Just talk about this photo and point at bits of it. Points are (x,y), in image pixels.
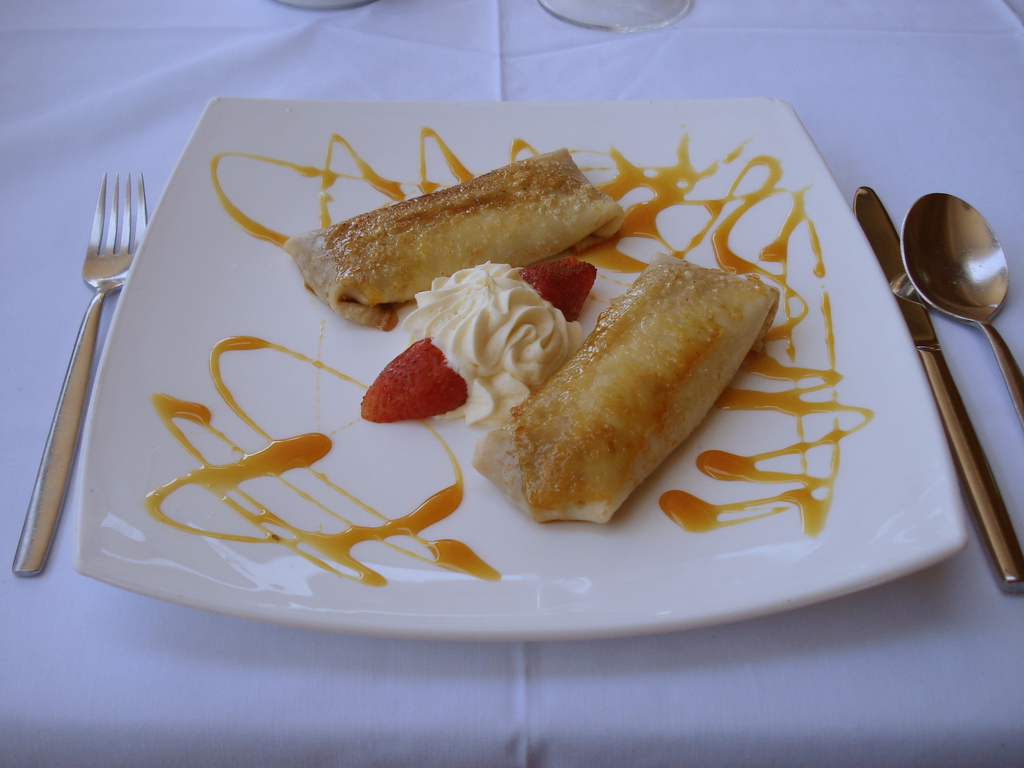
In this image there is a food items (506,204) placed on a plate (400,422). On the left side of the image (123,208) there is a fork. On the right side of the image (946,402) there is a knife (940,388) and a spoon (996,340), in front of the plate (470,153) there are two objects (597,17) placed on a table (785,35).
